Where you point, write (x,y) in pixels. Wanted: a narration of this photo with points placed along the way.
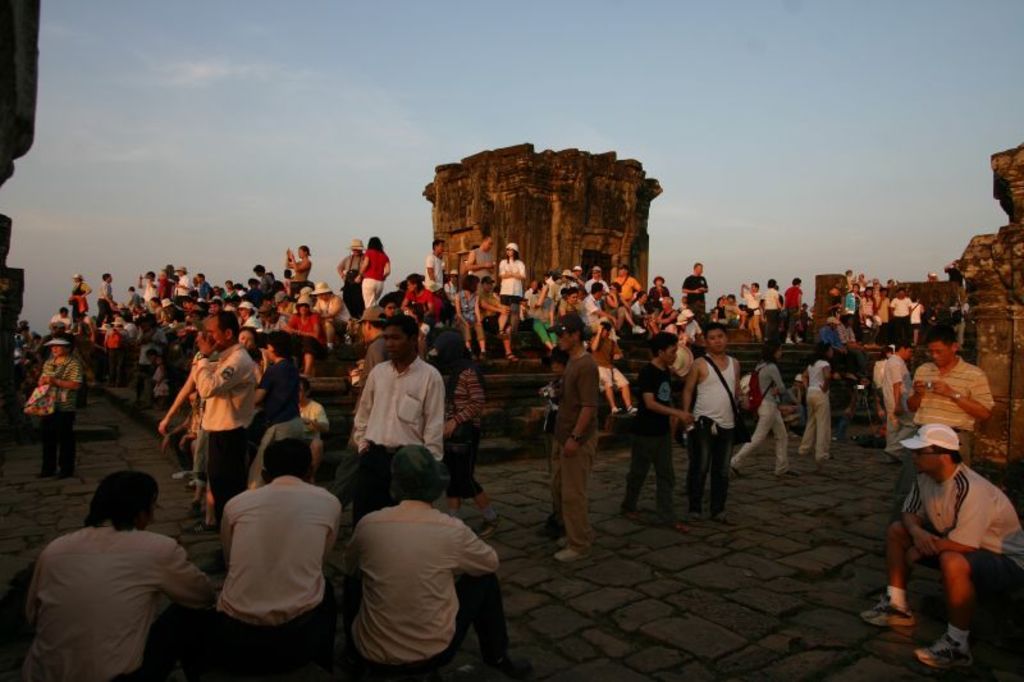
As we can see in the image there are group of people (584,419) here and there, stairs (492,353), wall (466,206) and a sky (513,22). The image is little dark.
